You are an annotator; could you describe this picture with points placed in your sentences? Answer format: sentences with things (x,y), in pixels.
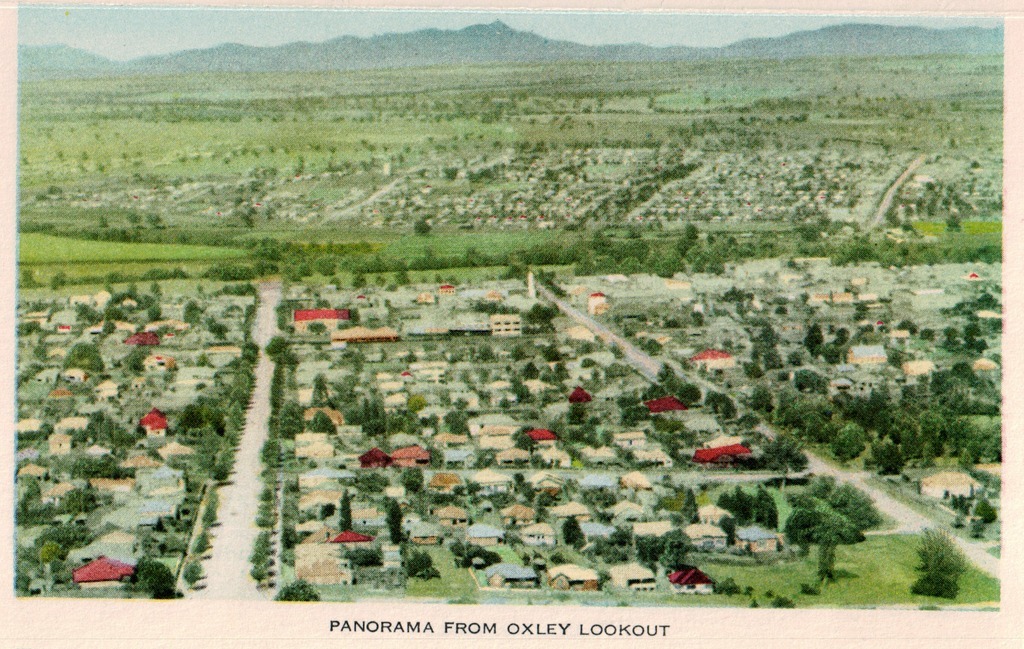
In this picture we can see a poster (681,327), in the poster (612,325) we can find few houses (712,446), trees (625,202) and hills (374,61), at the bottom of the image (417,624) we can see some text (451,631).
